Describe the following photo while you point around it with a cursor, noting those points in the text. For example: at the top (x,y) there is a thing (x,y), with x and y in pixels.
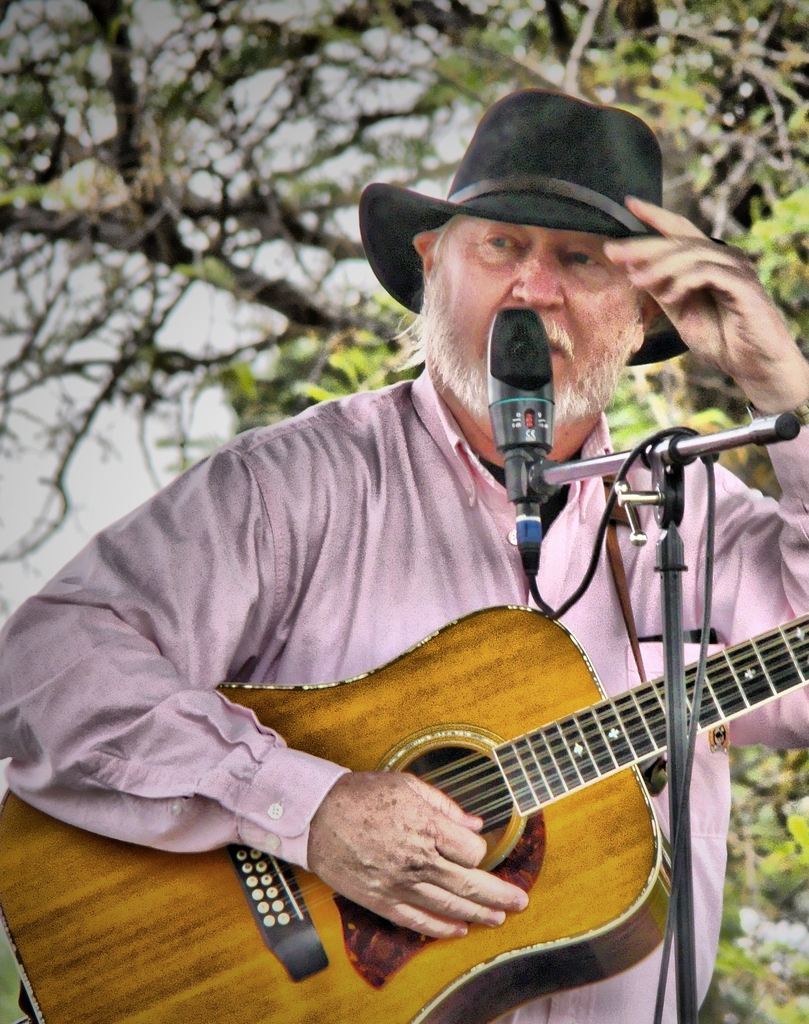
In the image we can see one man (588,610) standing and holding guitar (435,955). In front there is a microphone (544,345). In the background (331,204) we can see trees (381,159).
